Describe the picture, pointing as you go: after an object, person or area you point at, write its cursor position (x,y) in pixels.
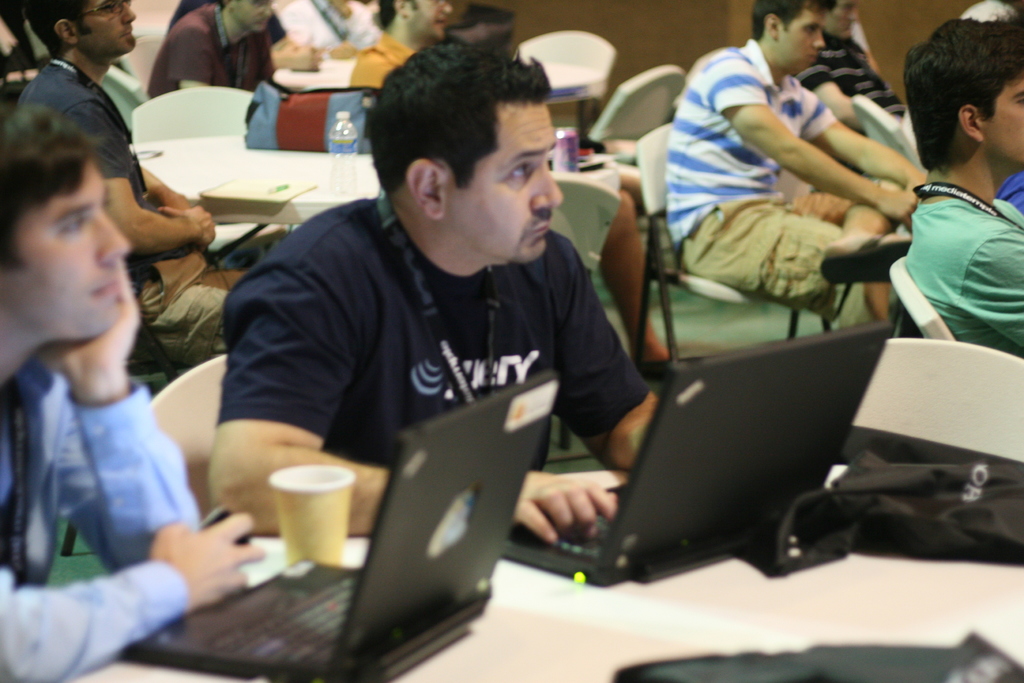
In the center of the image (365,363) we can see people (555,251) sitting on the chairs (645,282) and there are tables (549,576), before them we can see laptops (645,498), bags (1012,498), cups (343,511) and bottles (333,182) placed on the tables (624,586). In the background (633,71) there is a wall (634,31).
